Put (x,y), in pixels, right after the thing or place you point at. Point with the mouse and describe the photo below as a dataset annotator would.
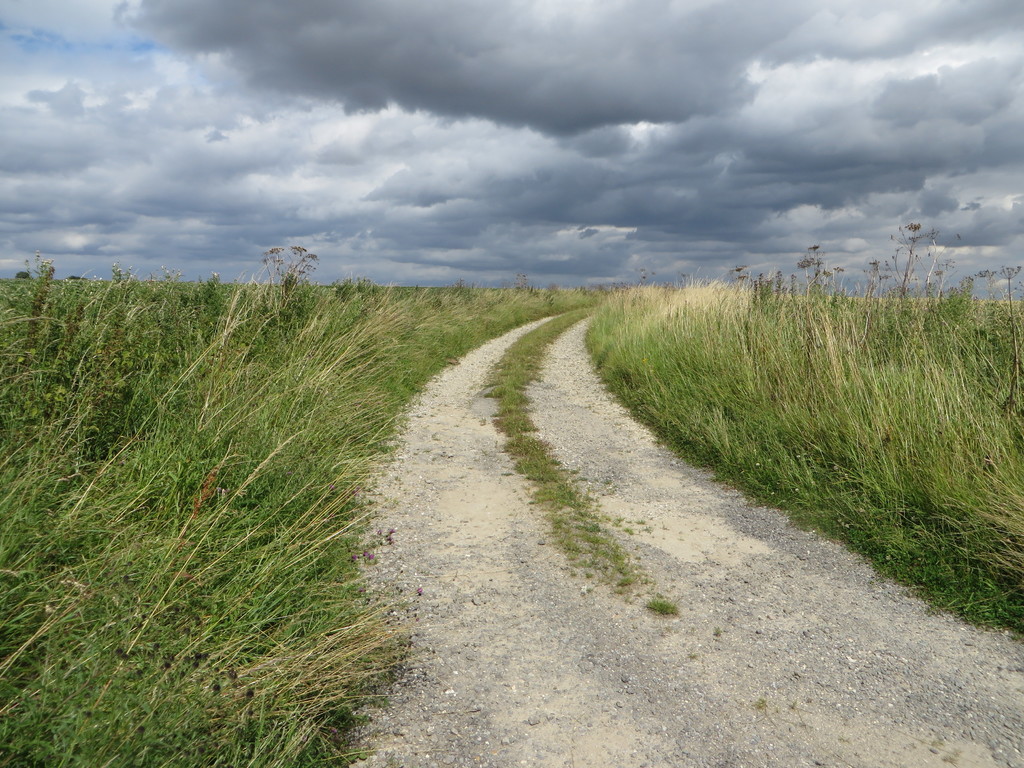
In this image there is a way (470,452) in the middle (538,401) and there's grass (413,358) on either side of it. At the top (364,72) there is sky (518,145) with the clouds (575,113).
